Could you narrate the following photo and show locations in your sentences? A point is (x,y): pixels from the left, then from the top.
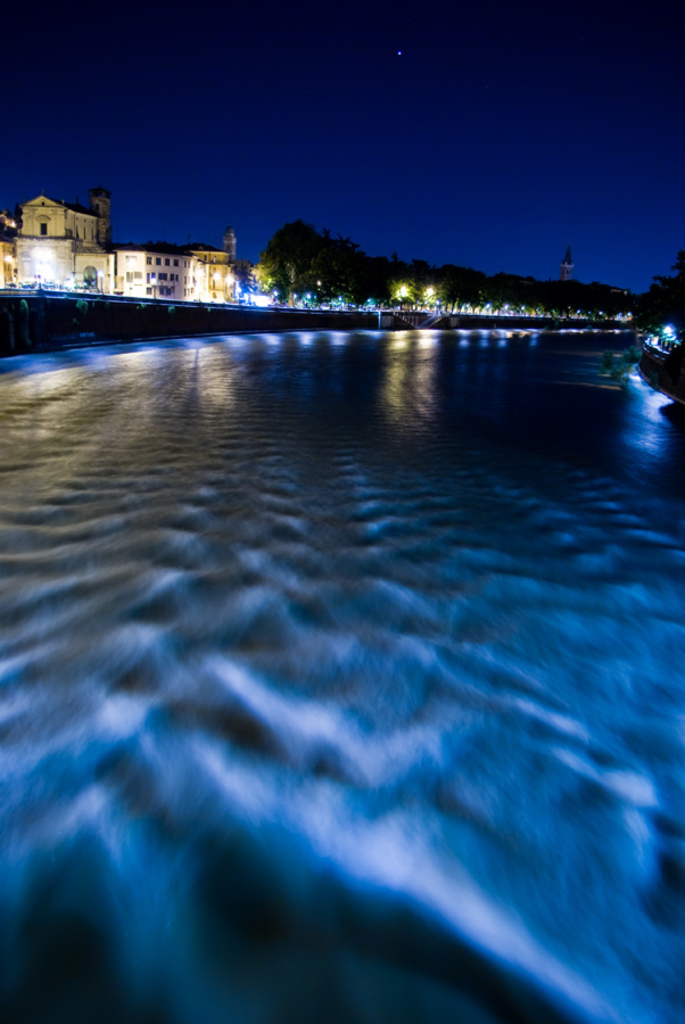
There is a surface (250,544) with lighting. In the back (285,303) there are trees (508,274) and buildings (129,267). Also there are lights (73,287). In the background (352,105) there is sky (474,129).
